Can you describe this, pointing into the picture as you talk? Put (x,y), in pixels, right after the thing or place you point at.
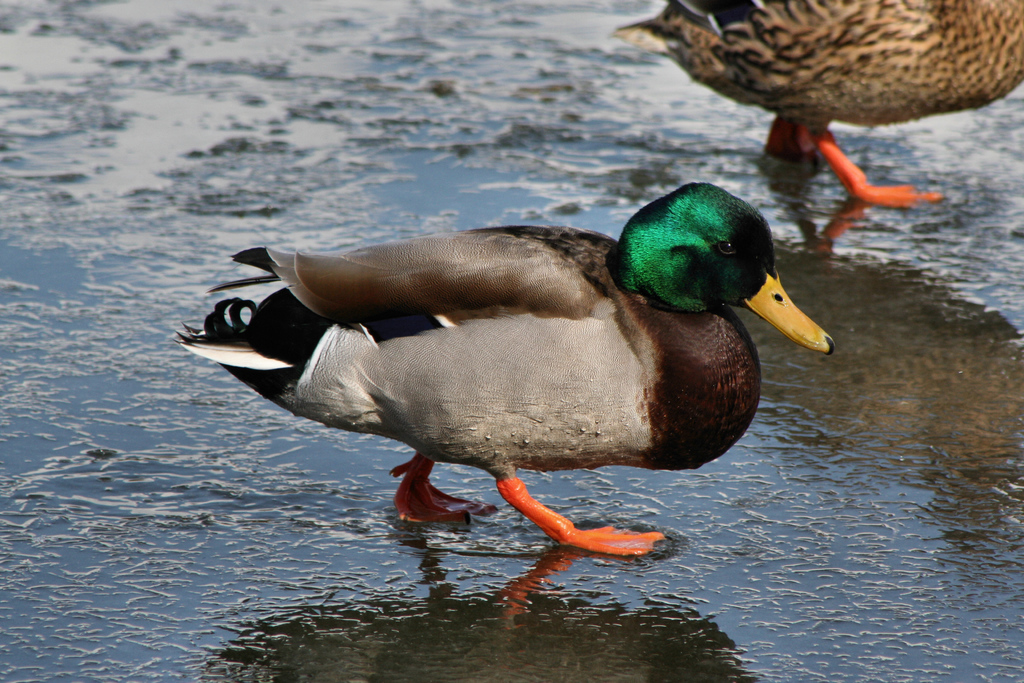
In this image there are birds (501,434) on the ground (640,512).
